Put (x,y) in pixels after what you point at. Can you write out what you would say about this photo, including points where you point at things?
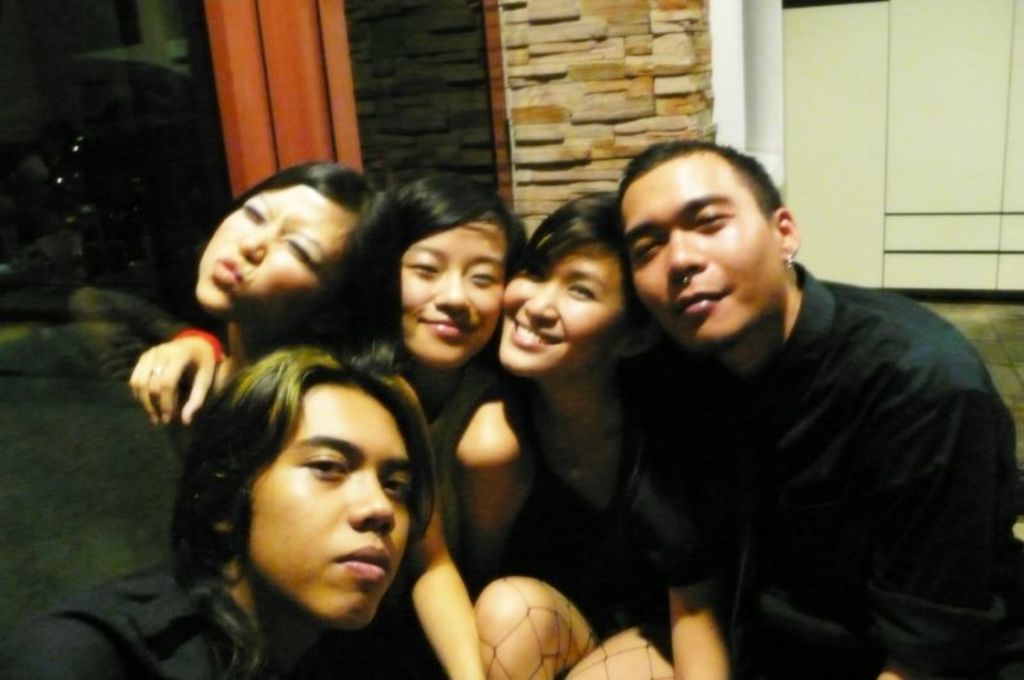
In this image we can see a group of people (528,369). In the background (570,56) we can see walls (727,87) and floor (962,324).
